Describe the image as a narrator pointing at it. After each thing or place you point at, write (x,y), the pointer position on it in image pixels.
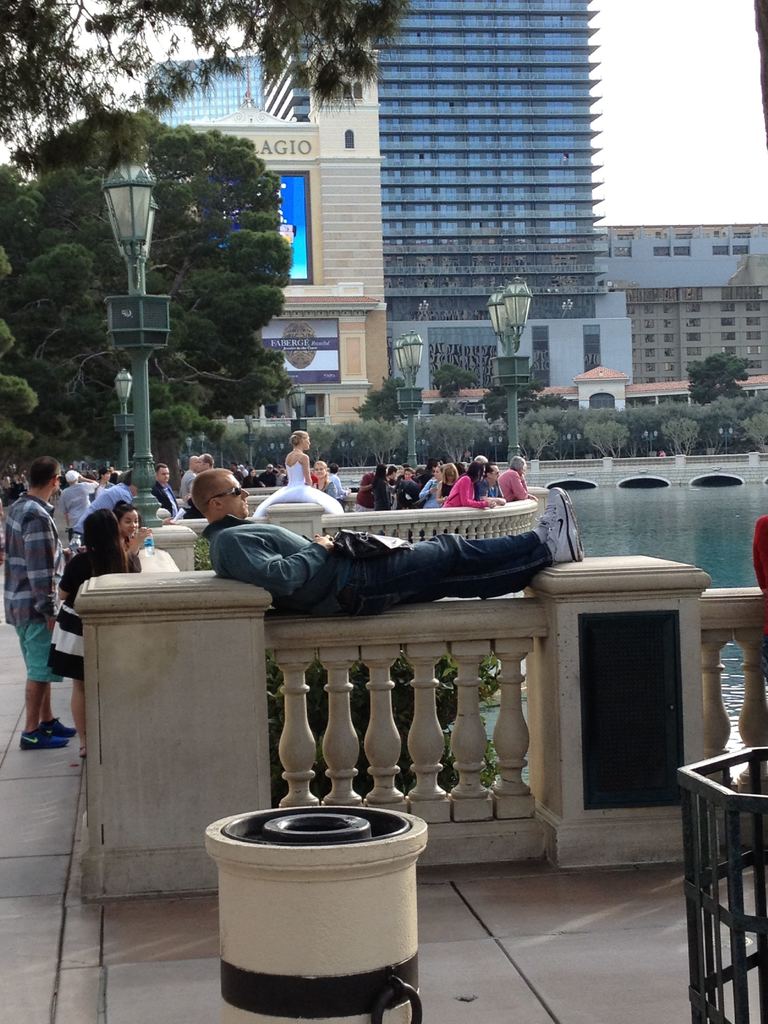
In this image in the middle (419,568), there is a man (263,556), he wears a t shirt (296,562), trouser (411,544) and shoes (560,511). On the right (682,560) there are trees (679,437), buildings (627,291), water (716,542) and floor (603,888). On the left (123,546) there are many people (74,553), street lights (133,360), trees (121,267), buildings (371,222), floor (60,690) and sky (187,53).
